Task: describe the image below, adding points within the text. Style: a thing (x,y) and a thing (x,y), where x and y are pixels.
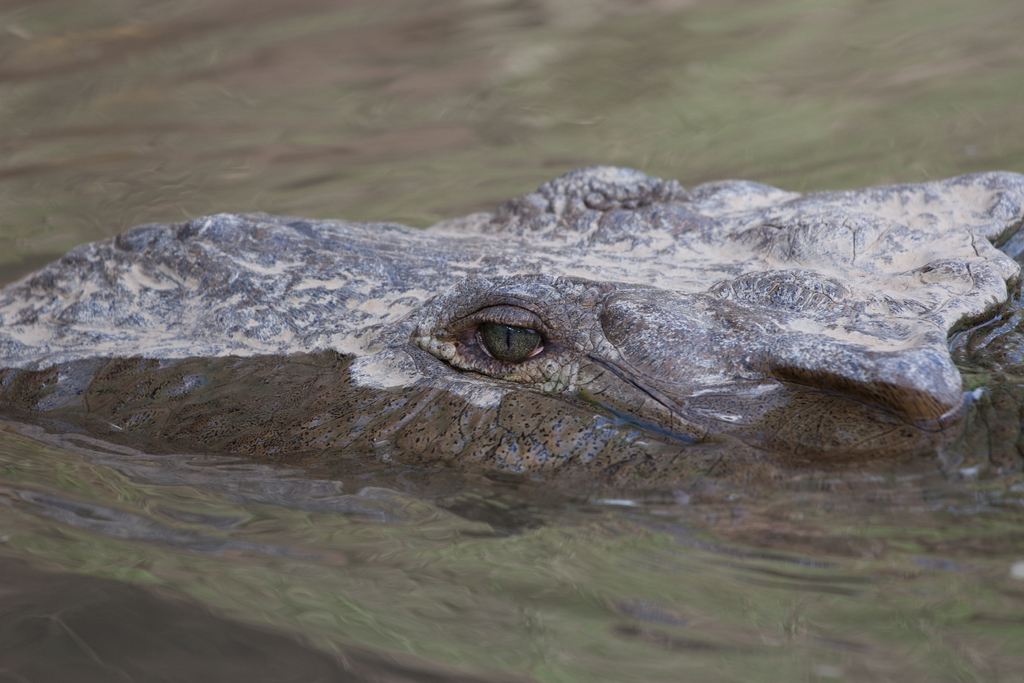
In this image I can see an animal (529,411) in the water (486,517).
